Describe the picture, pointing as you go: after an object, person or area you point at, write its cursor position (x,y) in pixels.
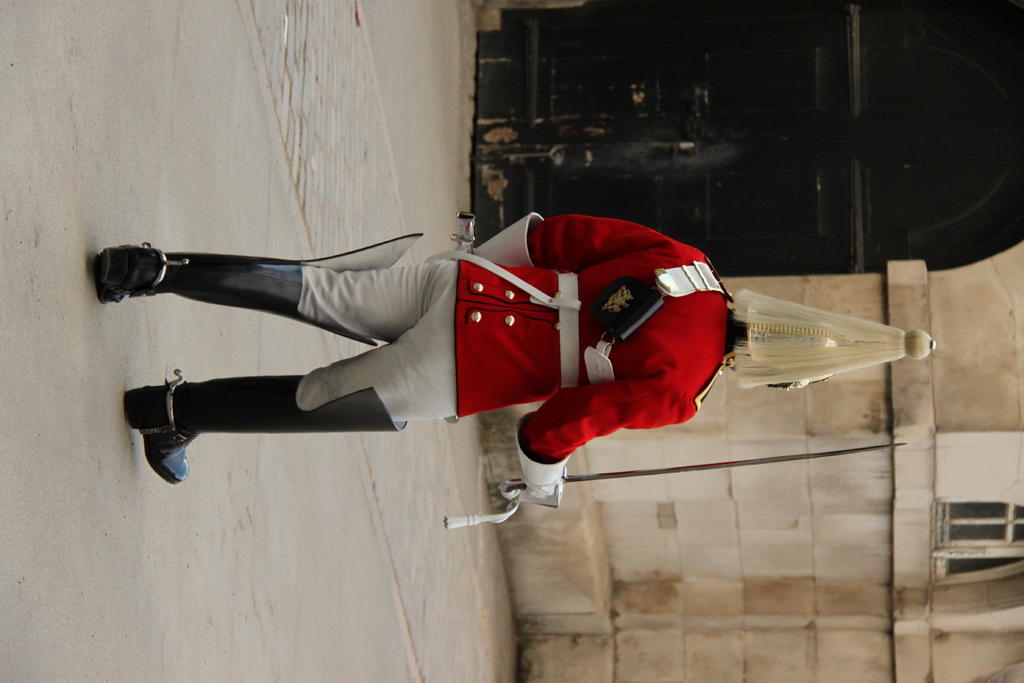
This image is taken outdoors. On the right side of the image (856,431) there is a building (786,563) with walls (858,539), windows (968,533) and a door (671,156). At the bottom of the image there is a floor (93,230). In the middle of the image (469,325) a man (356,324) is walking on the floor (354,453).
